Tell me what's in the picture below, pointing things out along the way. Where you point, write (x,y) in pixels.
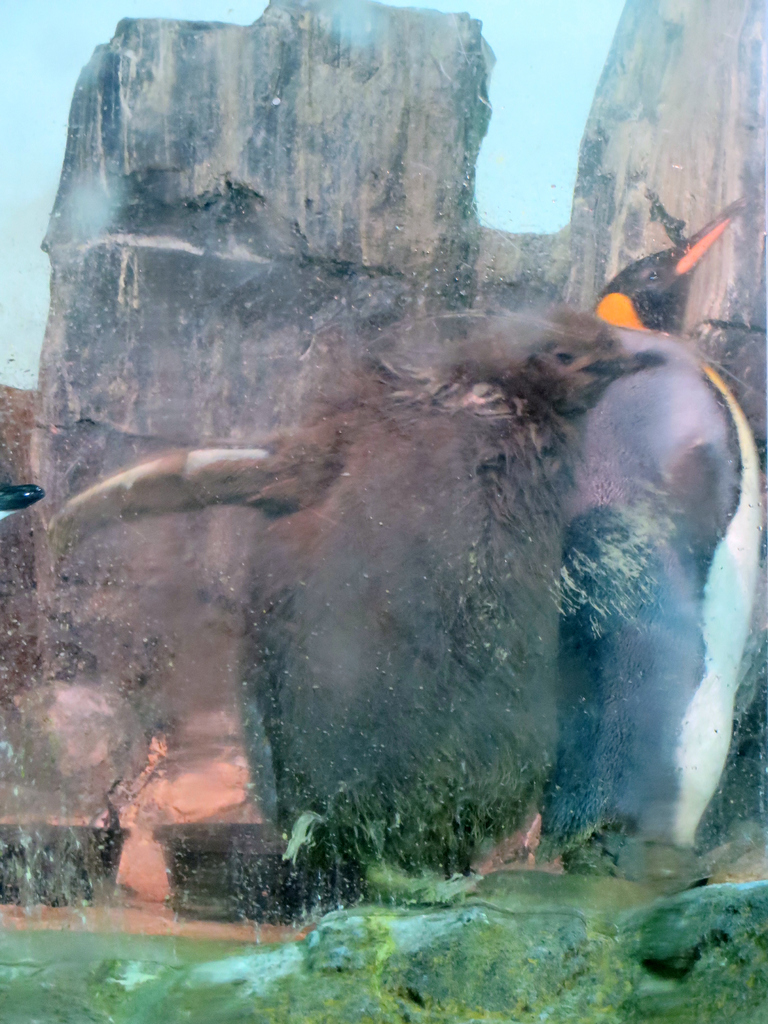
There is a bird (347,490) in the middle of this image (443,558), and there are some rocks (373,920) at the bottom of this image (383,906), and there is a mountain (301,253) in the background (247,278).
